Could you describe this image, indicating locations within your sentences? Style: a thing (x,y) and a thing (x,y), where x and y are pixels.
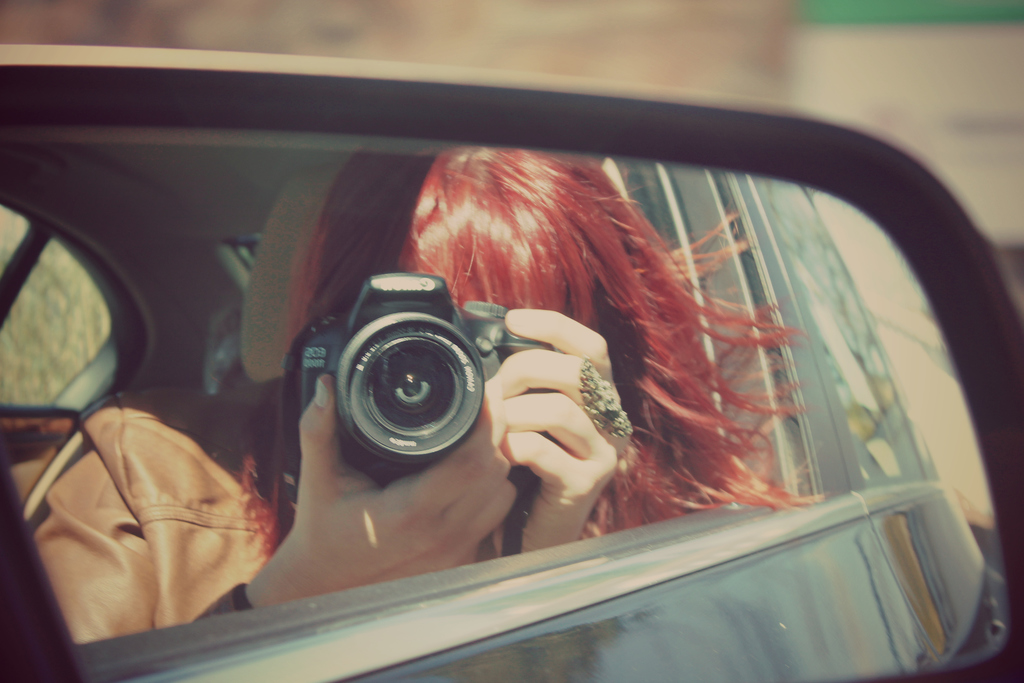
This image is taken outdoors. In this image the background (123,24) is a little blurred. In the middle of the image (532,289) there is a side mirror (420,435) of a vehicle (399,617). We can see a woman (322,409) holding a camera (343,406) in her hands (421,490) in the side mirror (488,414).
